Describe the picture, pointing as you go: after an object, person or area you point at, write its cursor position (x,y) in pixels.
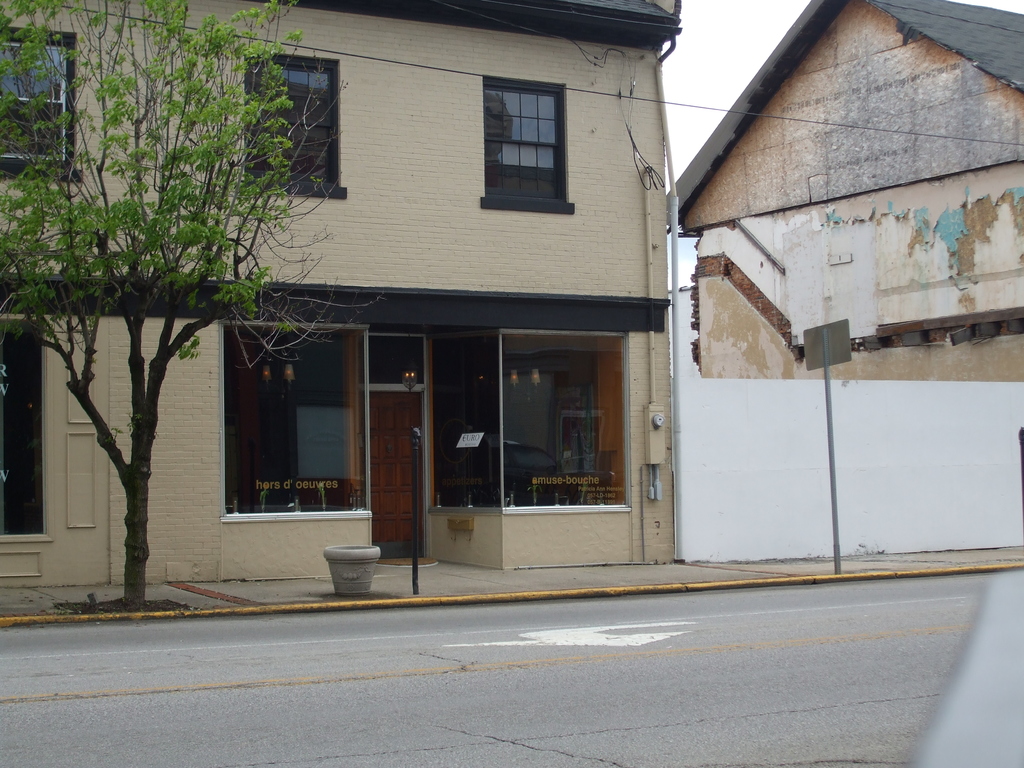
This picture is clicked outside the city. At the bottom of the picture (446,647), we see the road (677,707). Beside that, we see a flower pot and a blank grey board (833,356) on the iron pole (839,558). Beside that, we see a building (485,279) which has a wooden door (405,484) and glass windows (350,332). On the left side (145,178), we see a tree (224,288). On the right side (806,132), we see a building (862,169) with a black color roof (962,24).
